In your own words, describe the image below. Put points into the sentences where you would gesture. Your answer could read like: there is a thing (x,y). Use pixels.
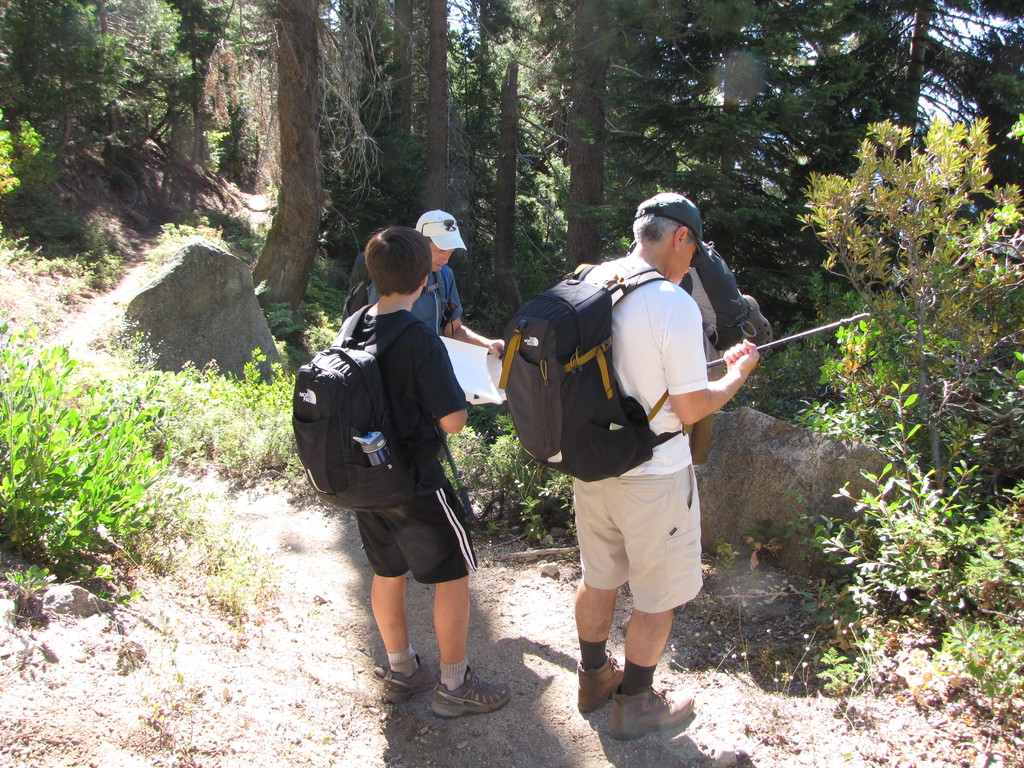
In this image I can see the group of people (413,515) with bags (600,429). I can see two people (695,397) with caps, one person (742,362) holding the stick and an another person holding the paper (469,386). On both sides of these people (380,322) I can see the plants (67,452). In the background (296,302) I can see the rock's (150,330), many trees (390,219) and the sky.
